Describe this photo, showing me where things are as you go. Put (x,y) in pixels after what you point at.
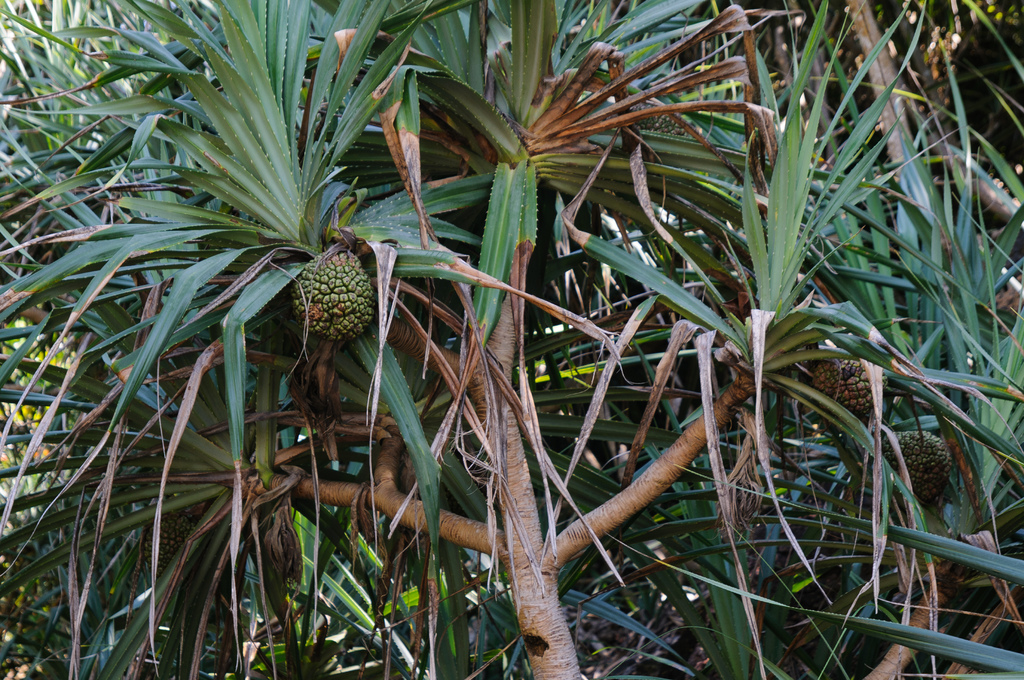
In the image we can see some trees (421,356), on the trees (608,365) there are some fruits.
